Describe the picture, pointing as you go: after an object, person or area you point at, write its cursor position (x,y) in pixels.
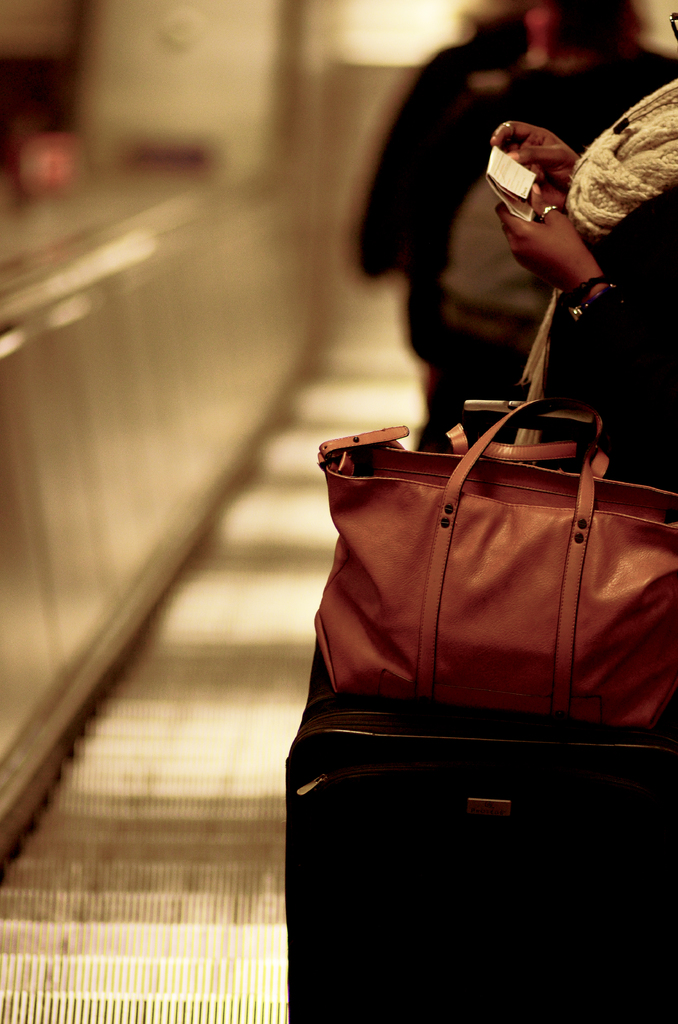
In this image, on the right (581,281), there is a woman (571,285) she is holding a paper (510,177) and there is hand bag (531,576) and trolley bag (437,877). In the background (499,98) there is a person (505,91).
